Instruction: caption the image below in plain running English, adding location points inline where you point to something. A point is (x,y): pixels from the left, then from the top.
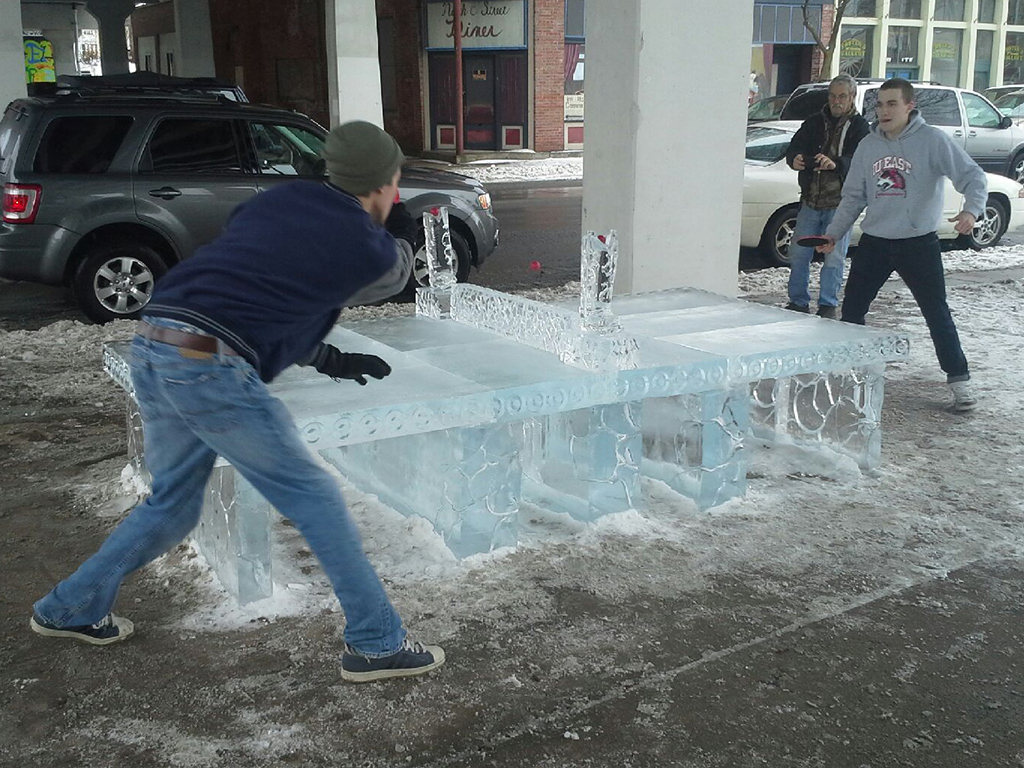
In this image there are three persons (954,179) two of them are playing table tennis, and in the center (482,331) there is an ice table (459,354). At the bottom (444,595) there is walkway (962,475), and in the background (118,111) there are buildings (966,37), vehicles (876,103), tree (825,63), poles (456,13) and some boards (524,0) and glass doors (976,46).
